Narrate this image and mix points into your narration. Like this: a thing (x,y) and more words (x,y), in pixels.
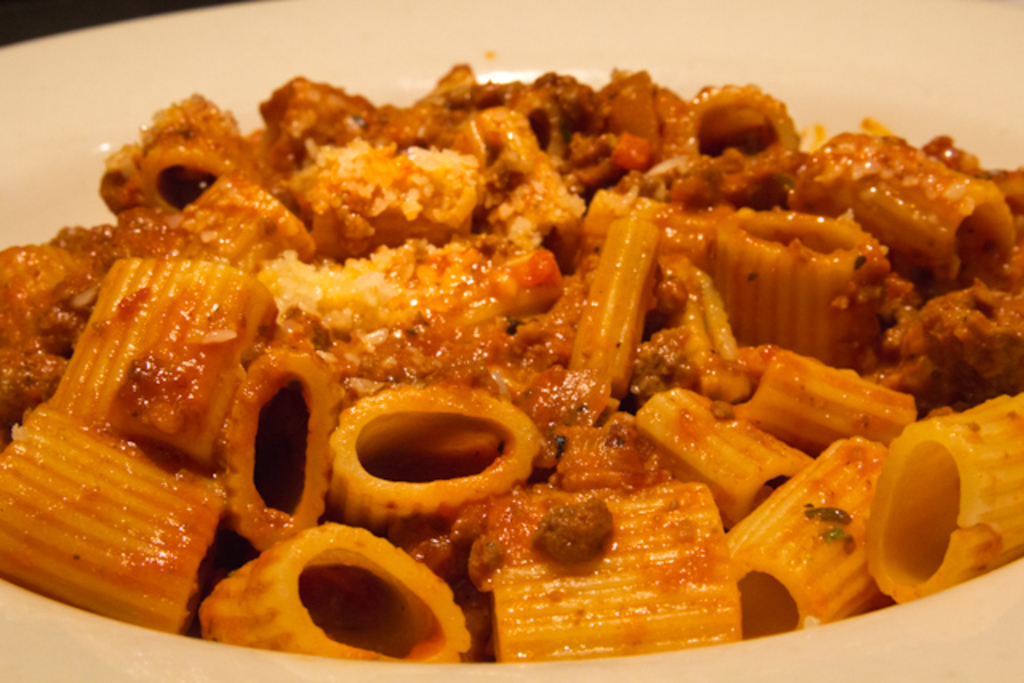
In this picture we can see some food item (827,410) placed on plate (771,34).
